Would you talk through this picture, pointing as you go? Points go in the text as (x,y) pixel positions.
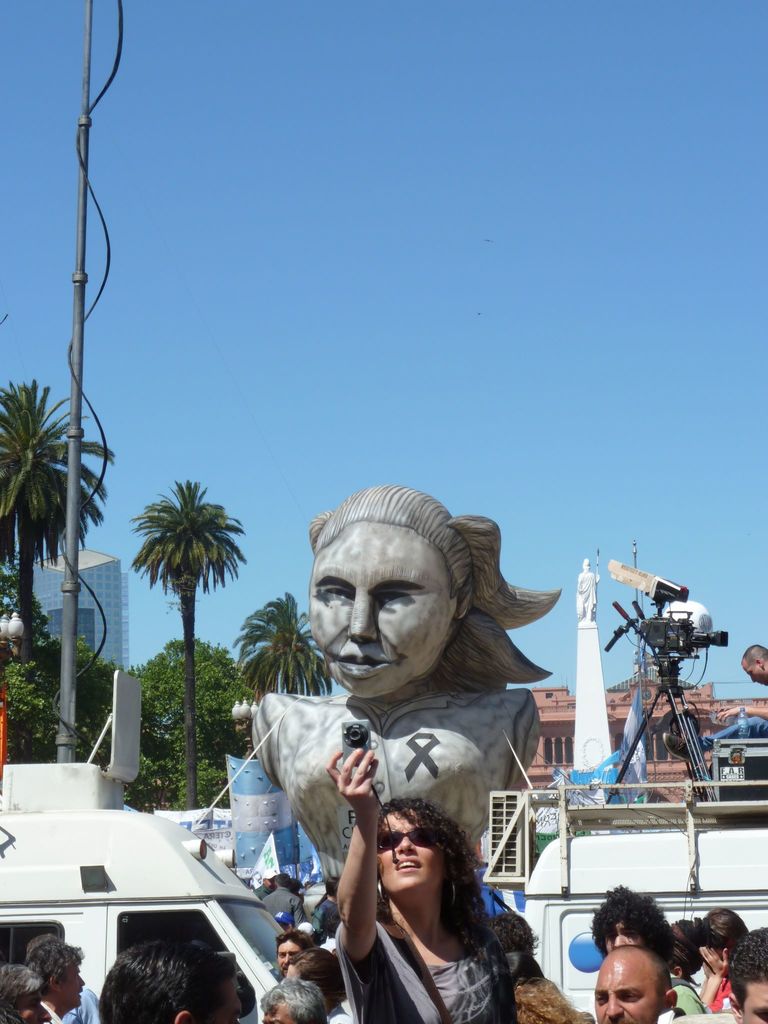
In this image we can see a statue (588,621), motor vehicle (270,958), persons (426,931) standing on the road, woman (378,958) holding a camera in her hands (340,787), buildings (113,607), trees (165,723), camera (648,635), tripods (652,711) and sky (450,326).
